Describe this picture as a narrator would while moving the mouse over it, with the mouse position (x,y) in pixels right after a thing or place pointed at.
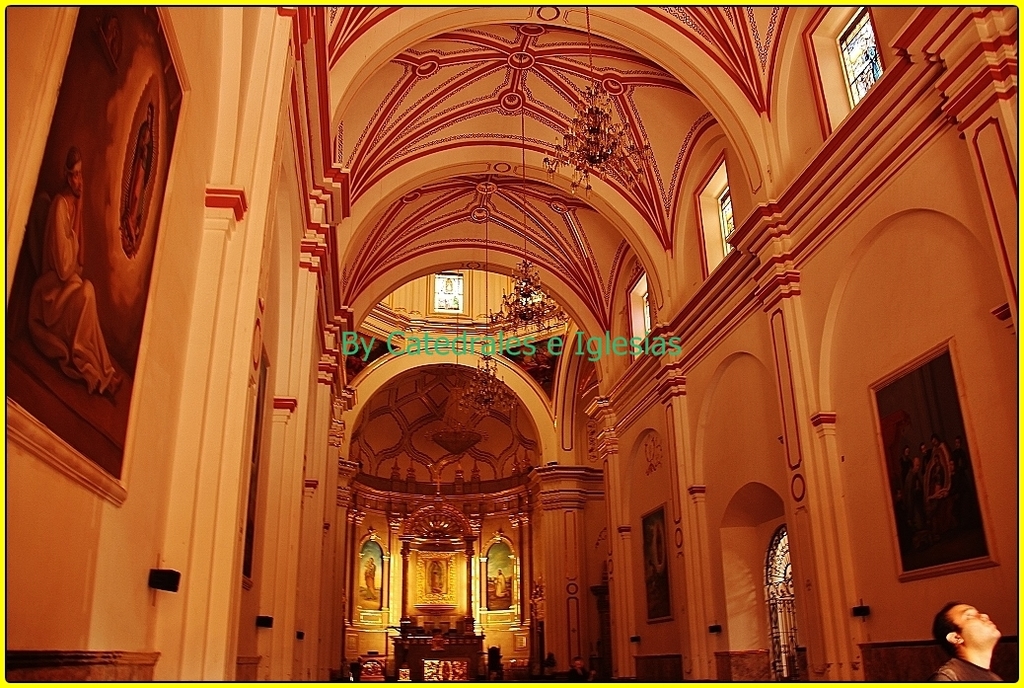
This image is clicked inside. There are photo frames (88,304) on the left side (62,132) and right side. There are lights (560,149) in the middle (540,280). There is a person (971,618) in the bottom right corner (986,633).
